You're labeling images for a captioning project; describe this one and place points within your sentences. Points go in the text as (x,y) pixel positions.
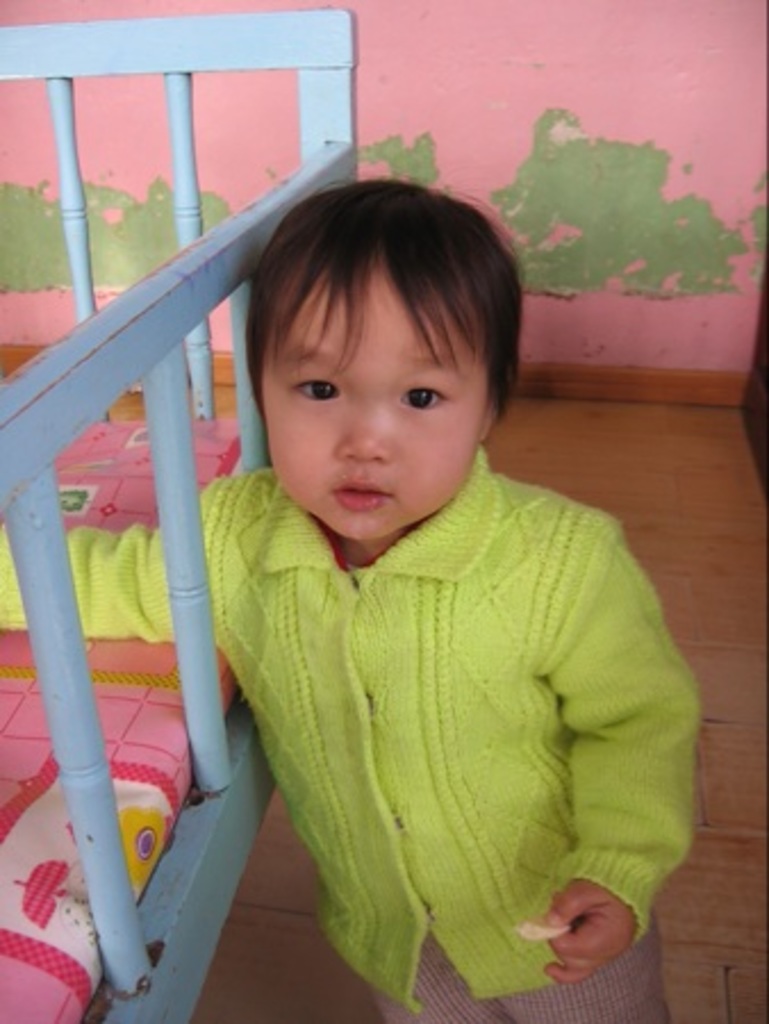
In this image I can see a baby (486,679) wearing a green color dress (399,746) visible beside the bed (248,724) and on the bed (66,737) I can see a pink color bed sheet (14,821) visible on the left side (10,730), at the top (499,138) I can see the pink color wall (589,138).
